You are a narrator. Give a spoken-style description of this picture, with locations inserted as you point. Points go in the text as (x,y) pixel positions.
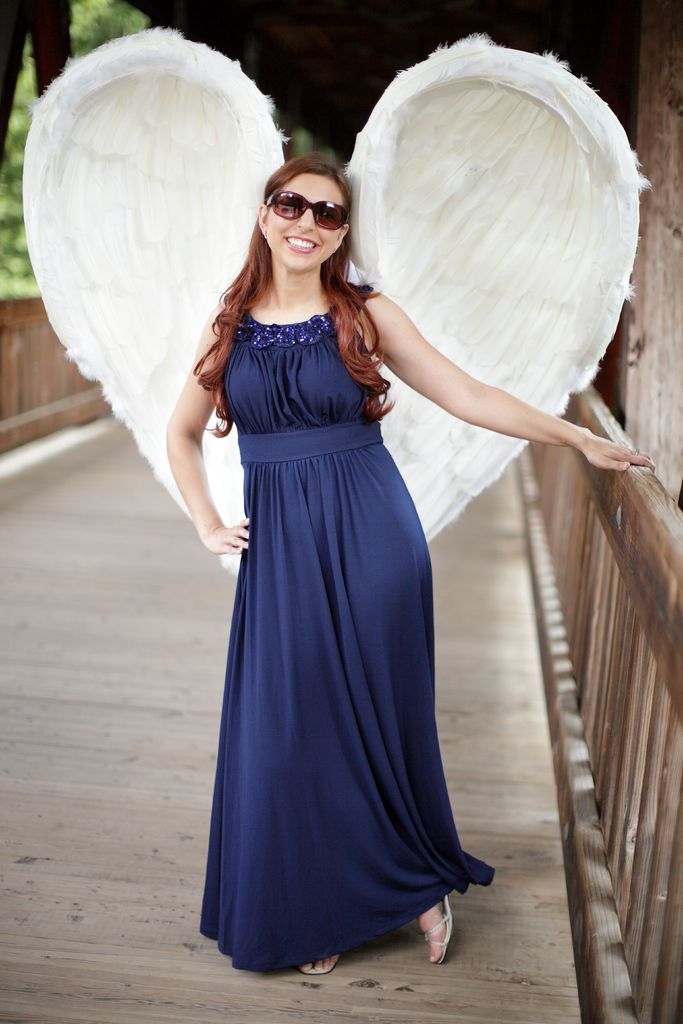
In this image we can see a woman (318,667) standing. Behind her there is a white color heart shaped object (542,160). To the right side of the image (610,552) there is a wooden railing (588,618). In the background of the image (36,78) there are trees (126,7). At the bottom of the image (147,925) there is wooden flooring (66,927).
